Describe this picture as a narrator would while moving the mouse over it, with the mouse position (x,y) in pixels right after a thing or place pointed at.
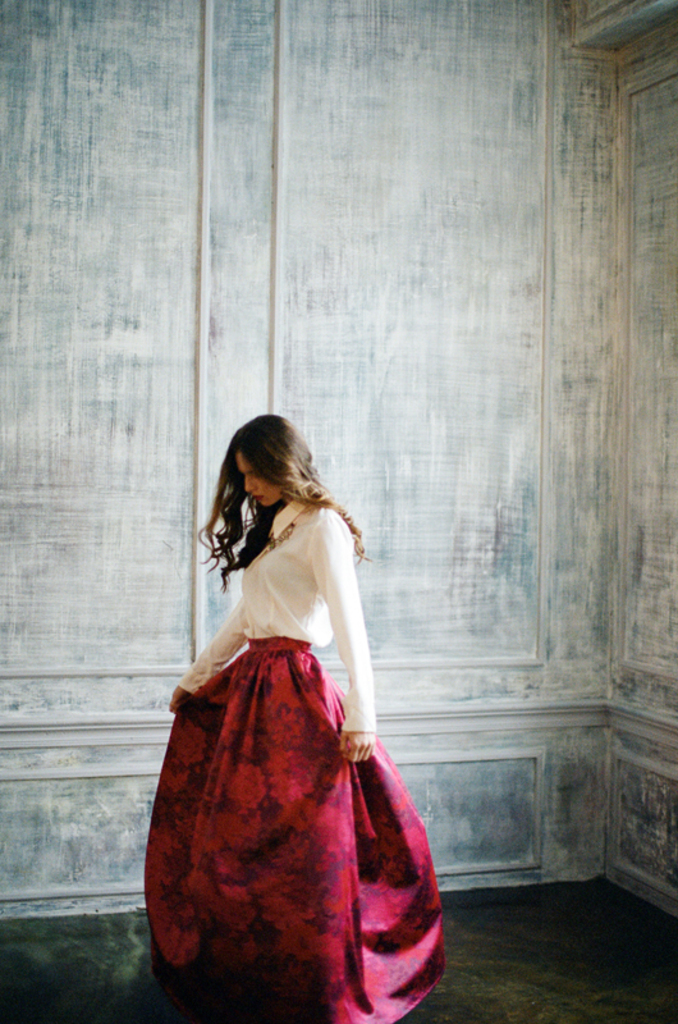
This picture is taken inside the room (370,492). In this image, in the middle (286,677), we can see a woman (263,503) standing on the floor (451,908). In the background (521,905), we can see a floor (111,954).
